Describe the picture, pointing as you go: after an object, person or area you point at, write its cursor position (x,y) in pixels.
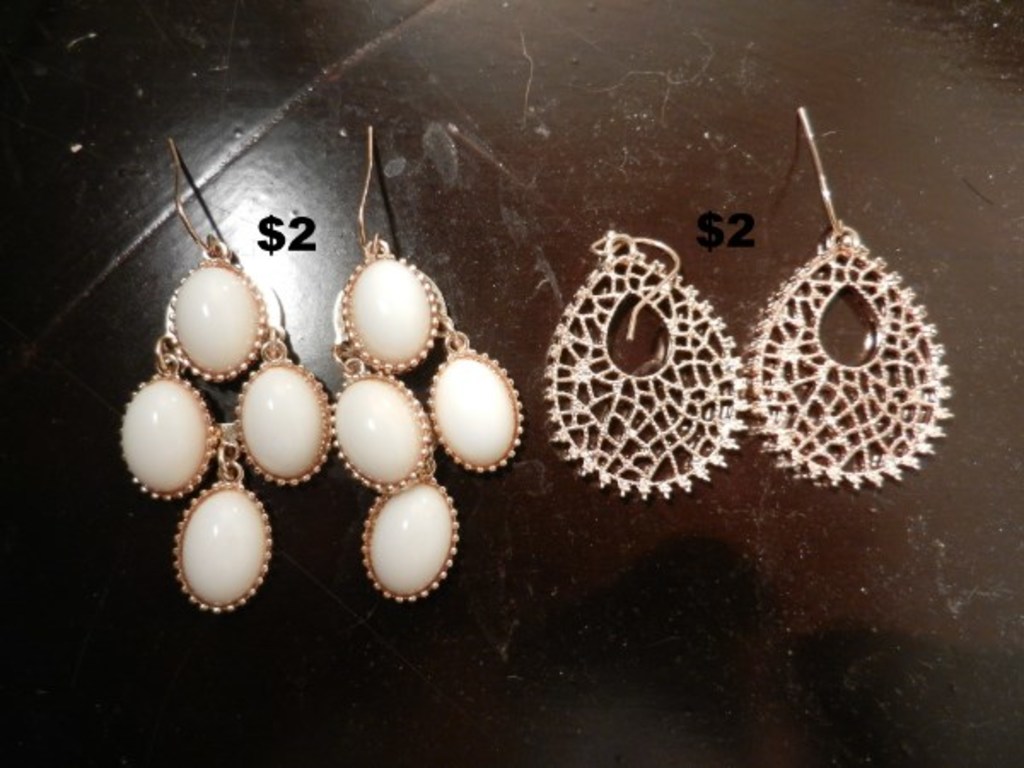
Here we can see two pairs of earrings (376,352) on a platform (74,179).
